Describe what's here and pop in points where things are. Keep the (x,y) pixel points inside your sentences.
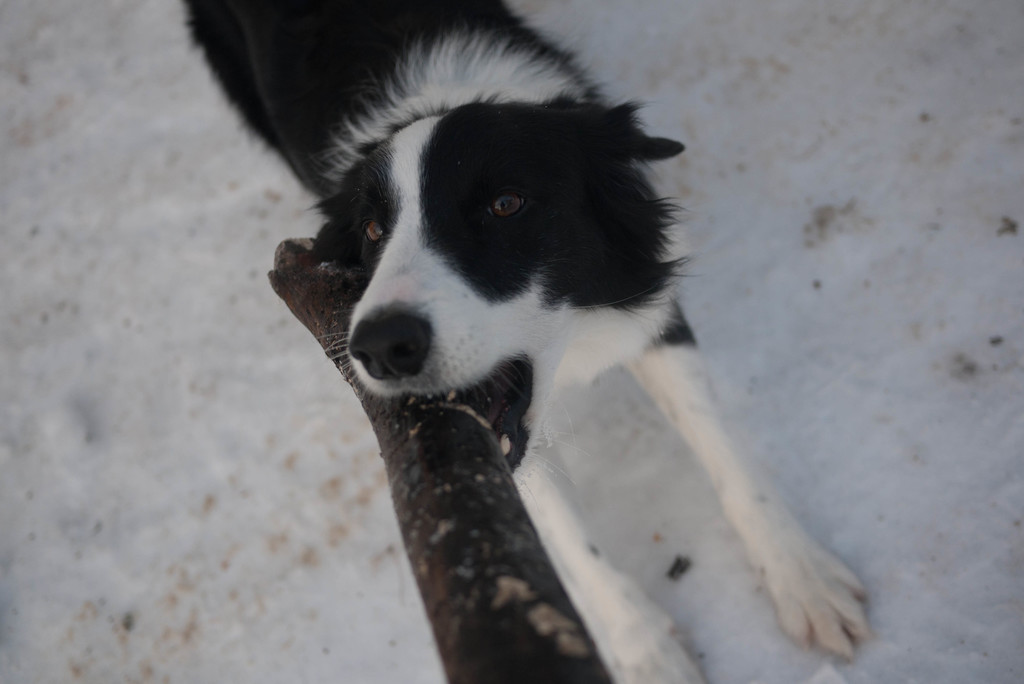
In this picture we can observe a dog (405,133) which is in white and black color. This dog (460,318) is holding a wooden stick (407,505) in its mouth (405,376). This dog (373,297) is standing on the floor (224,435) which is in white color.
